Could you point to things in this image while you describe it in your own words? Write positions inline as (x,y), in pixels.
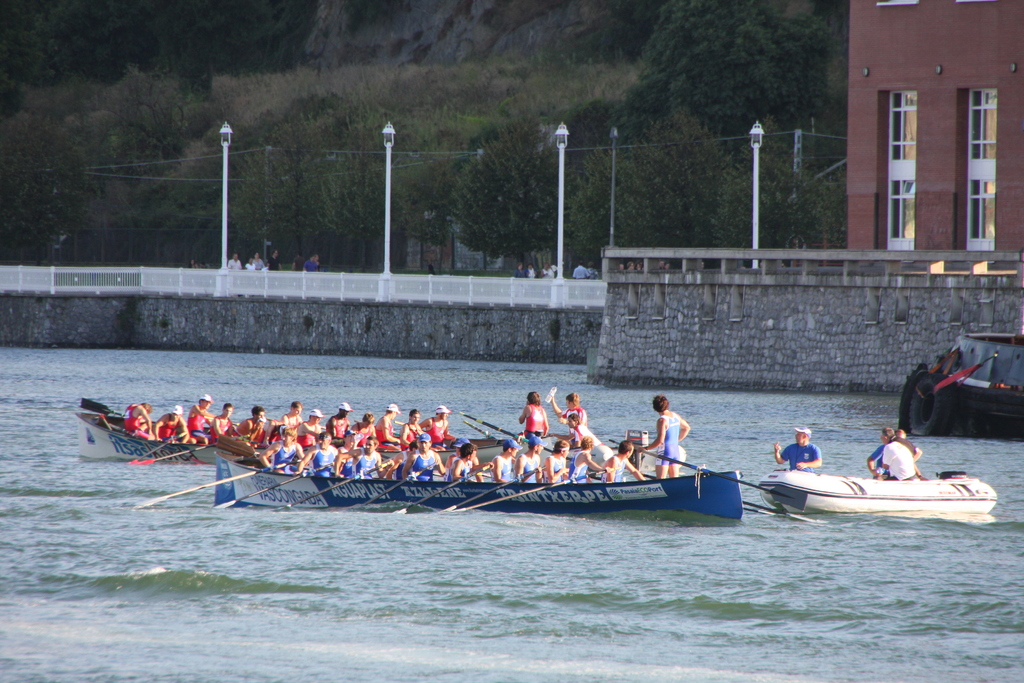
In this picture, we see the people (368,462) are riding the boats (561,498). At the bottom (572,600), we see water (417,580) and this water (424,563) might be in the river (439,370). On the right side (914,378), we see a ship (945,394), a wall (872,318) and a building (1002,49) in brown color. In the background (133,291), we see the road railing (296,296) and the light poles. We see the people (271,259) are walking on the road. There are trees (354,187) in the background (357,158).
